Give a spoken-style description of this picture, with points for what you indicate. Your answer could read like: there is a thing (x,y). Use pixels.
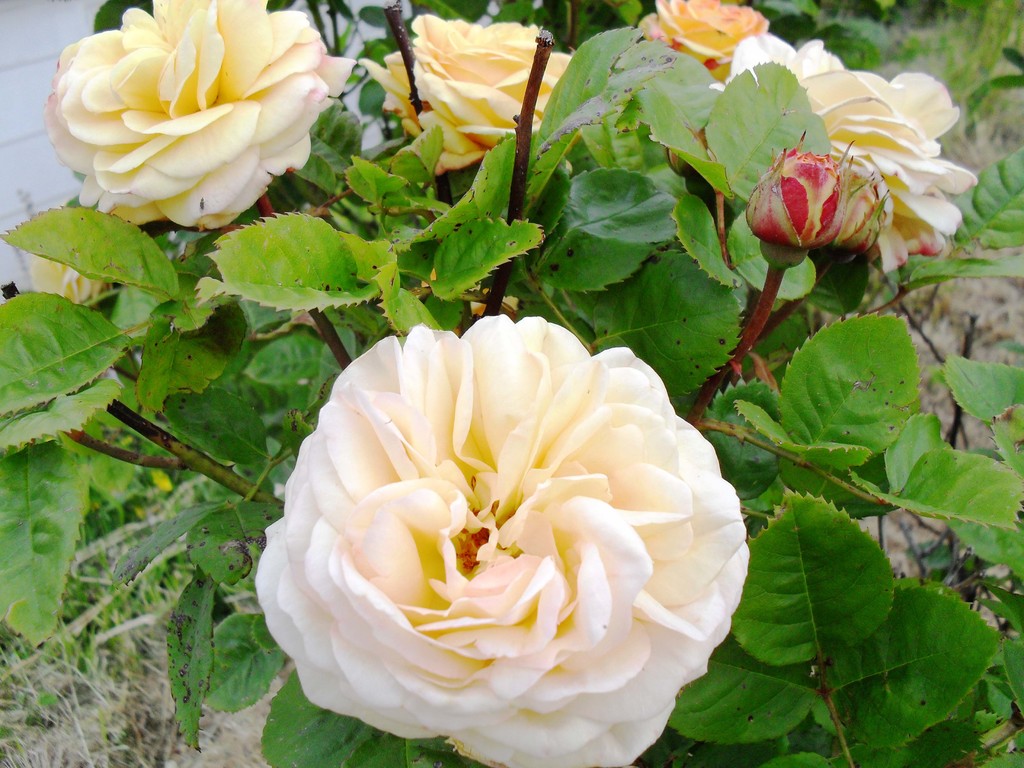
This picture shows plants (625,335) with flowers (124,63) and we see grass (90,553).
